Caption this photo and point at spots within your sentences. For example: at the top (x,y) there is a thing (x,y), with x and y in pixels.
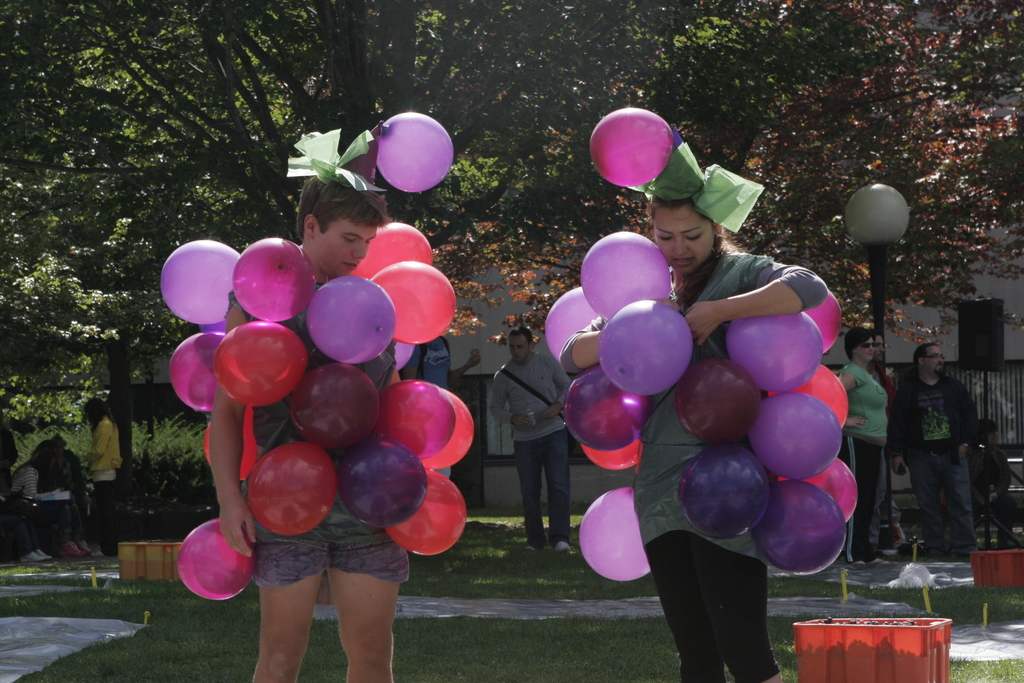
In this image there are trees (375,112) towards the top of the image (539,131), there is a wall (986,281), there are windows (998,390) towards the right of the image (1009,401), there is a pole (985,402), there is a light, there are a group of persons (882,349) standing, there are persons (72,477) sitting towards the left of the image (37,485), there is a woman (710,352) standing towards the bottom of the image (727,562), there is a man (335,361) standing toward the bottom of the image (298,497), there are balloons (409,466), there is grass (523,644) towards the bottom of the image (187,654), there are objects (814,662) on the grass (248,655).
